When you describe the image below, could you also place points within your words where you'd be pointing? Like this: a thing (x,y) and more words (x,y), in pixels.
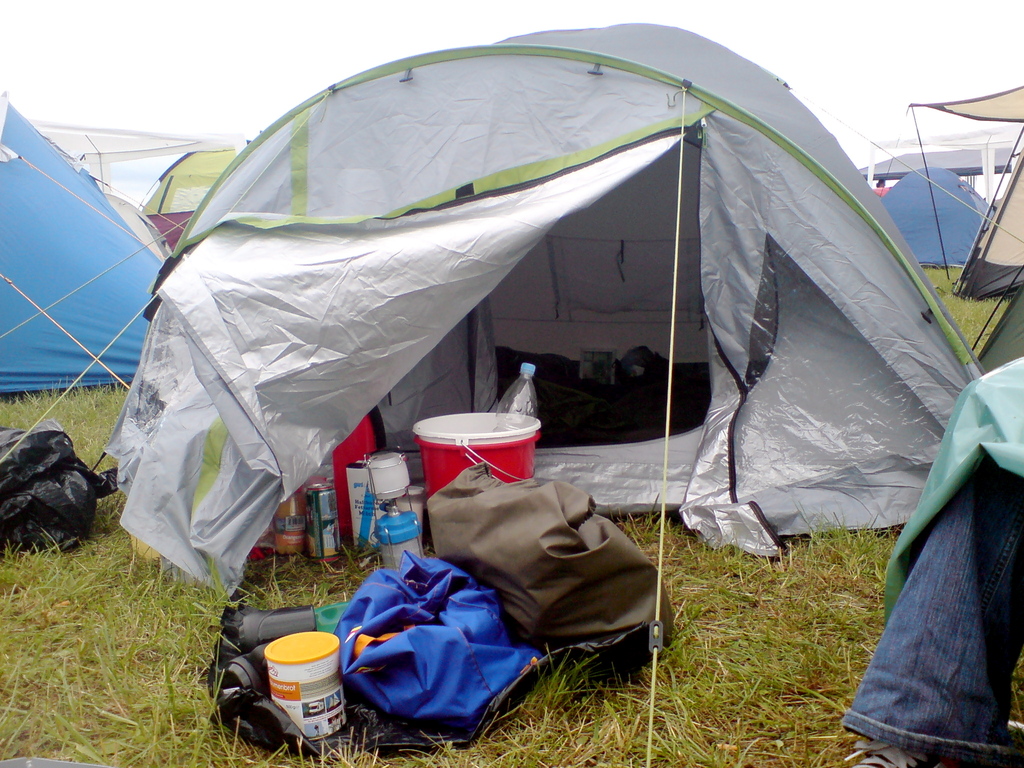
In this image, there are a few tents (820,205). We can see the ground (693,600) with some objects (521,388) like a bottle (512,414), a tin (334,545), buckets (526,446). We can also see a black colored object (65,441) on the left (33,552). We can see some cloth (885,616) on the right (910,573). We can see the sky (907,126).
